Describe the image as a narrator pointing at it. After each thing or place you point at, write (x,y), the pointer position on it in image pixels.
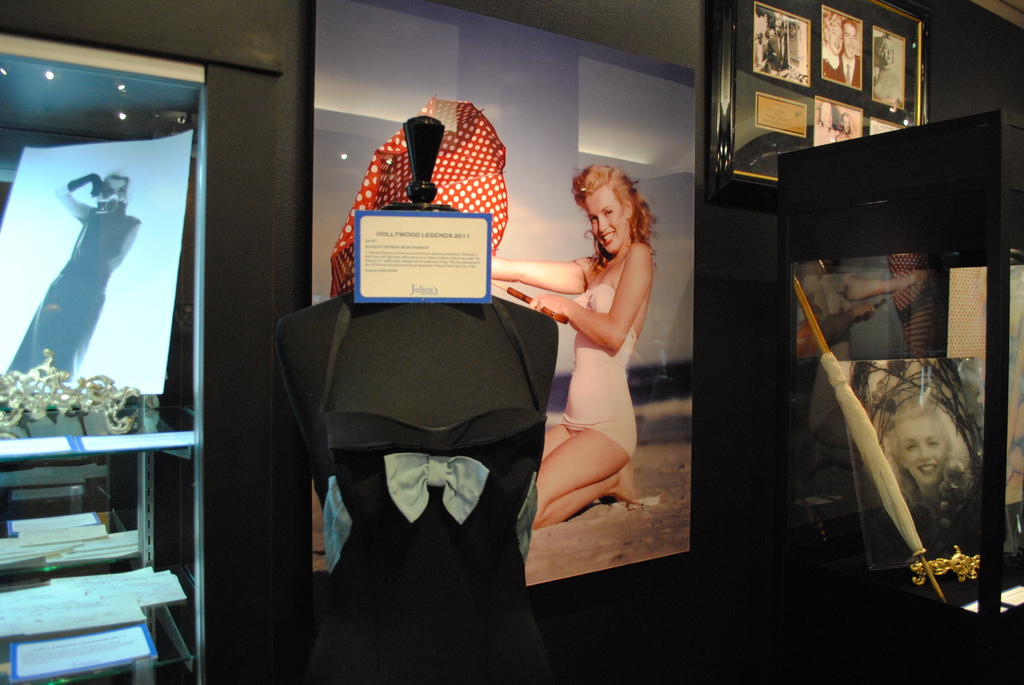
In this image I can see a mannequin (365,442). On the left side (105,415) I can see some objects (79,587) in the shelf (99,443). I can see a photo frame (864,79) on the wall (959,73).
